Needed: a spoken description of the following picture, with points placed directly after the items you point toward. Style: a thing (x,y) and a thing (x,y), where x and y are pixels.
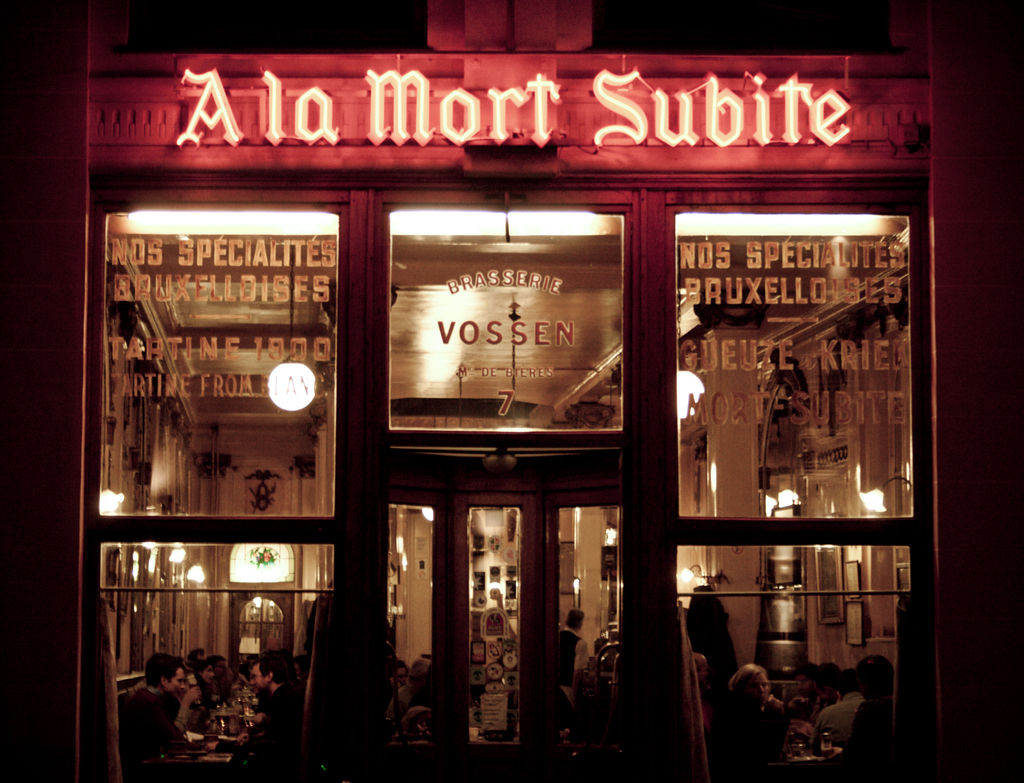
In this image, we can see some people (247,741) inside the building (724,281). There are lights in the middle of the image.
